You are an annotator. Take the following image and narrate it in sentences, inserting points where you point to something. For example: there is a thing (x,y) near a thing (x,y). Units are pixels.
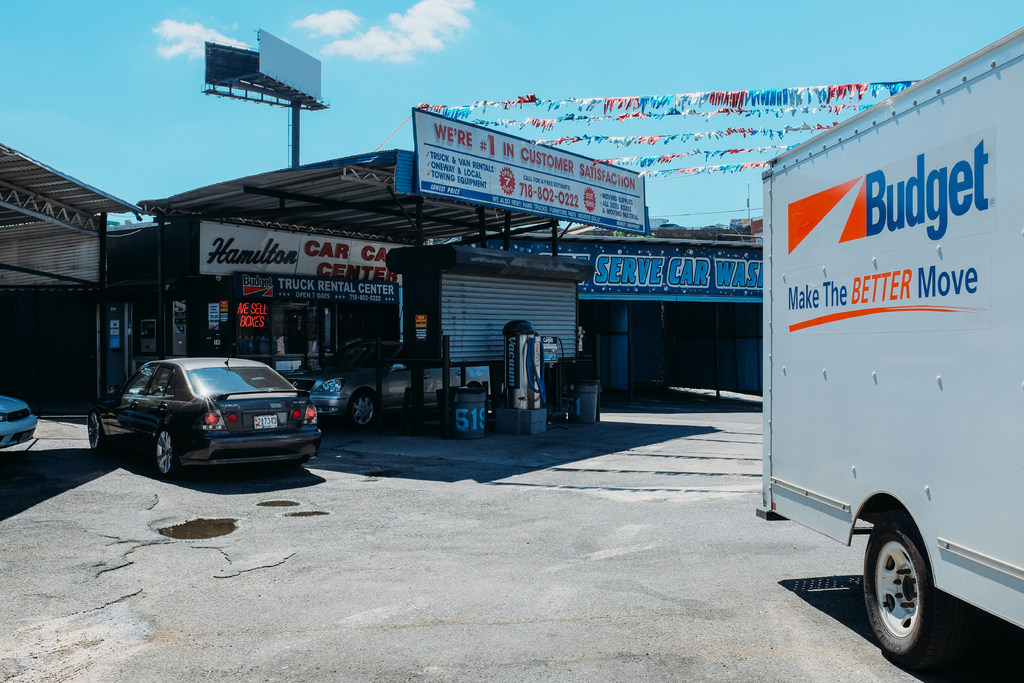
In this image we can see vehicles (799,437) on the road (534,538), open shed (37,282), electronic display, hoarding boards (370,300) and in the background (264,78) we can see a metal object (300,101) on a pole (298,118). In the background (318,127) there are buildings (199,291) and clouds (356,46) in the sky (707,193).
